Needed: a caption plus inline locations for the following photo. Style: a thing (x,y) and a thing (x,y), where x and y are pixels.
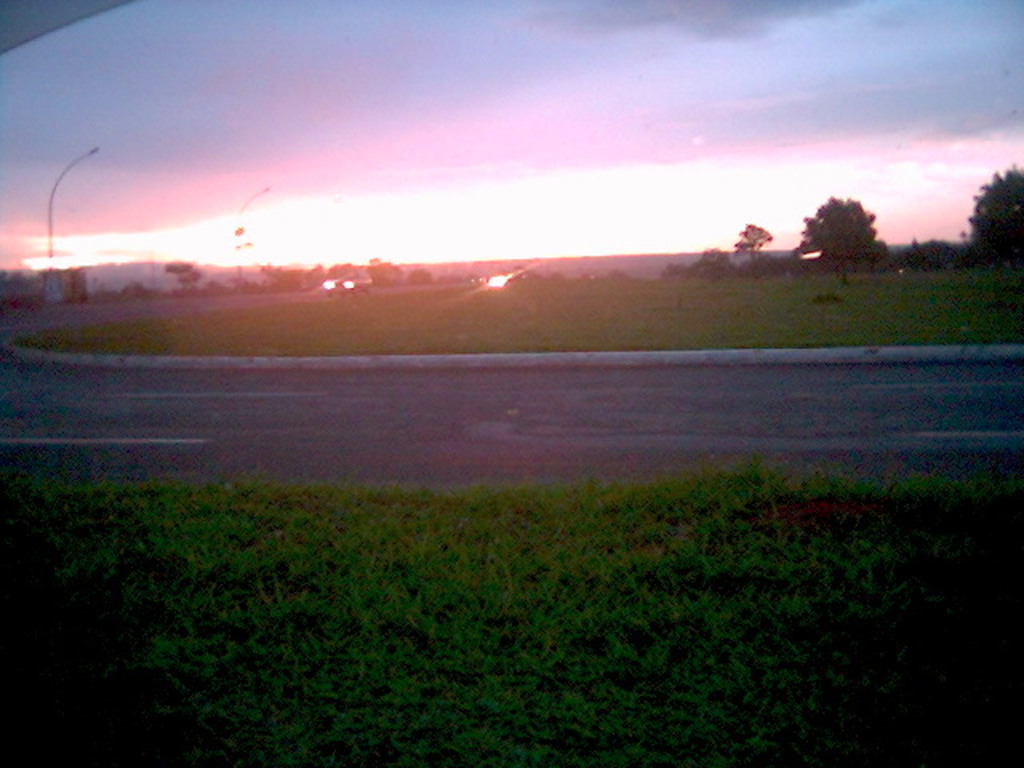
In the center of the image (499,280) we can see vehicles (356,291) on the road (281,397) and there are trees (835,240). At the bottom (437,685) there is grass (596,627). In the background (41,219) there are poles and sky (535,142).
